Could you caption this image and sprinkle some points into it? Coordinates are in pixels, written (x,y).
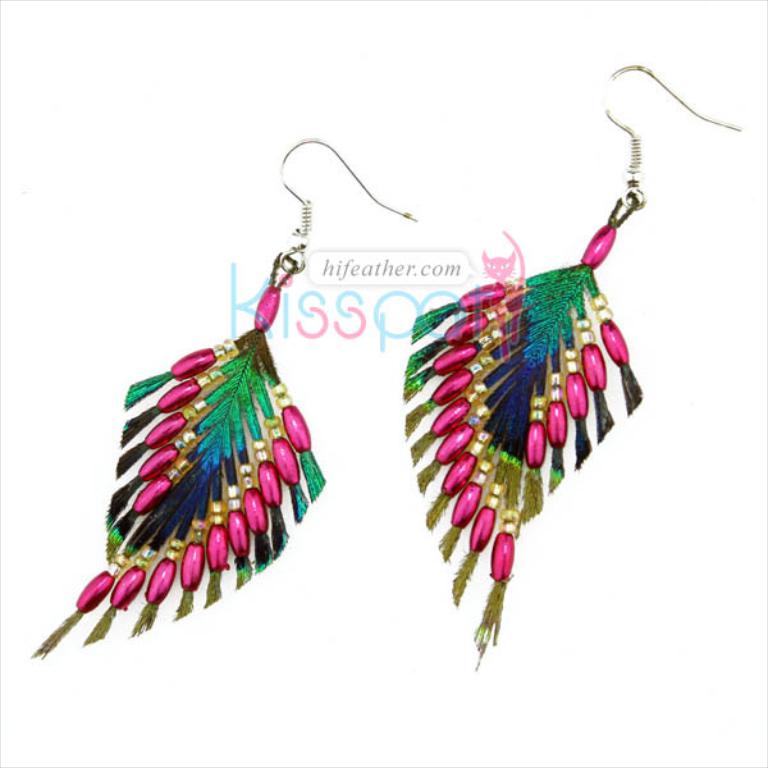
In this picture there are earrings (287,453) and the earrings (525,414) are in pink, green and violet color. At the back (31,508) there is a text (429,296) and there is a white background (31,508).
